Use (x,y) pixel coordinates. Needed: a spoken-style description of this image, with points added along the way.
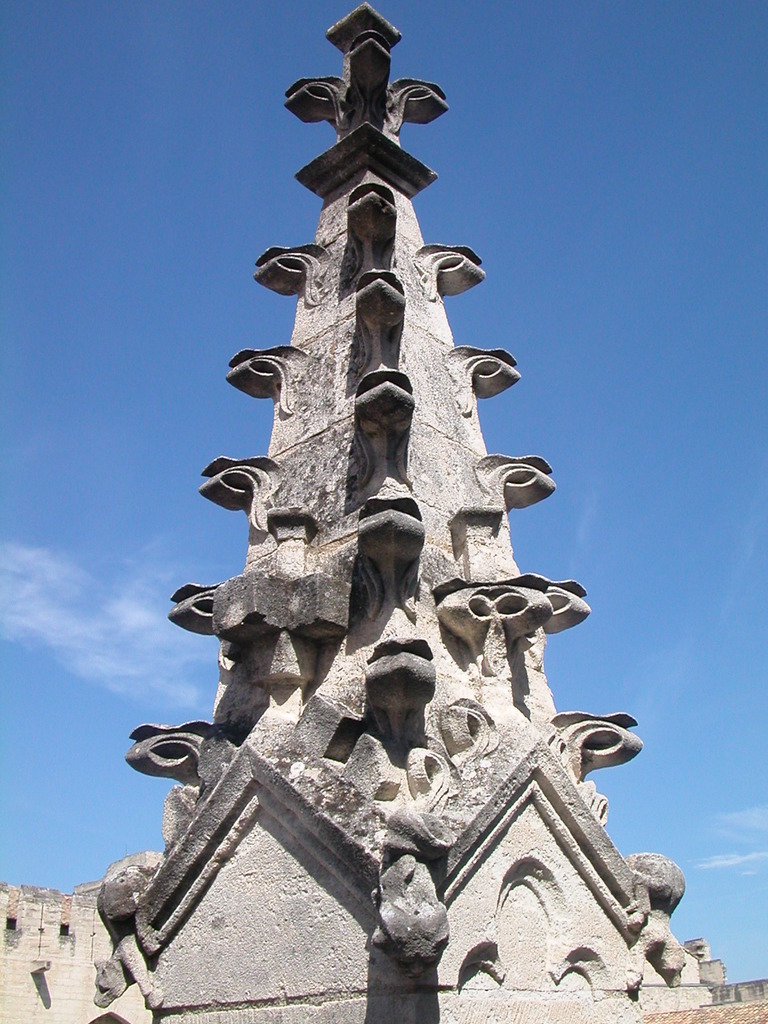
In this image, this looks like an architectural pillar (383,618), which is built with the stones (373,530). This is the sky (182,153).
